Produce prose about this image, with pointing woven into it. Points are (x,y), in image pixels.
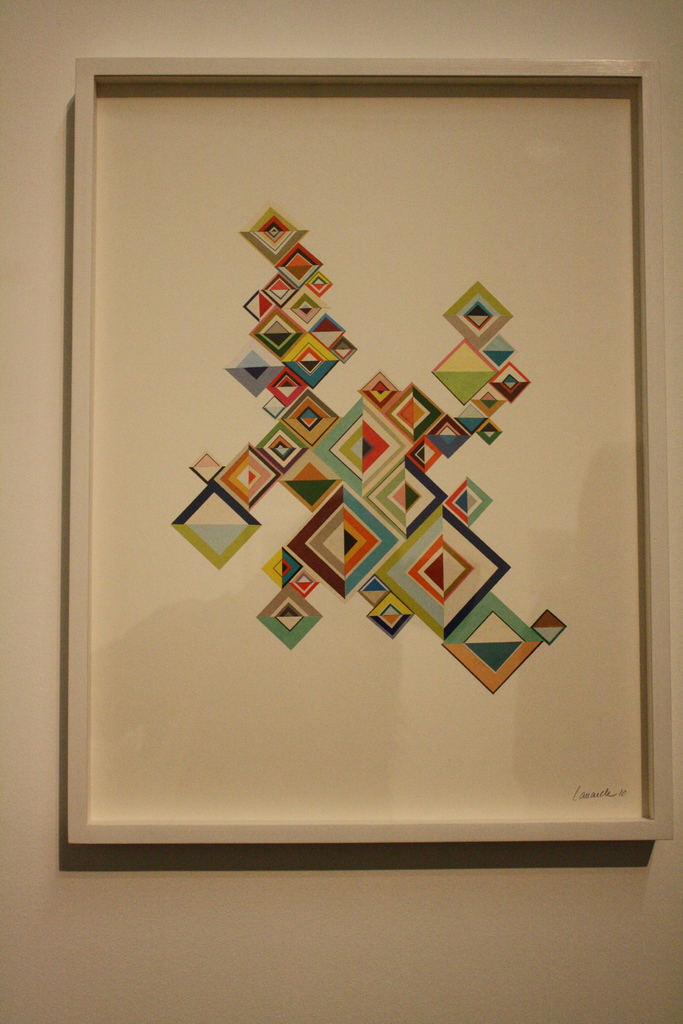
In this image, we can see a wall (47,23), on that wall (77,13) we can see a photo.
